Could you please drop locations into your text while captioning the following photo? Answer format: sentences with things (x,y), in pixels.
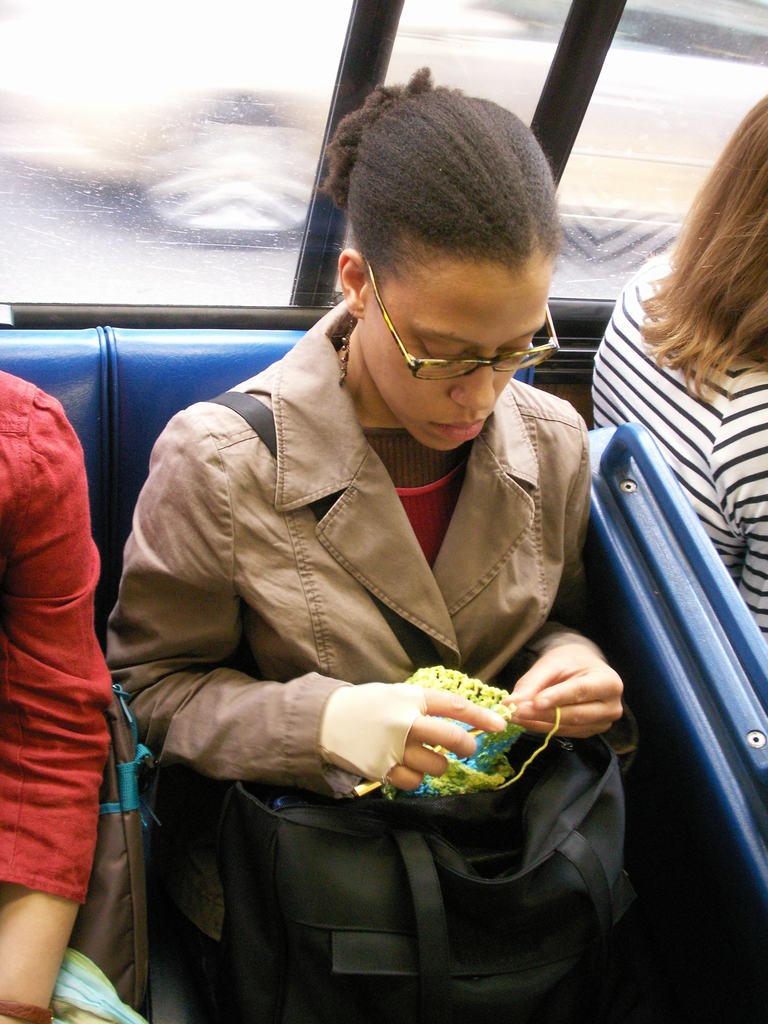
In this picture we can see a group of people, one woman (380,747) is wearing spectacles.
